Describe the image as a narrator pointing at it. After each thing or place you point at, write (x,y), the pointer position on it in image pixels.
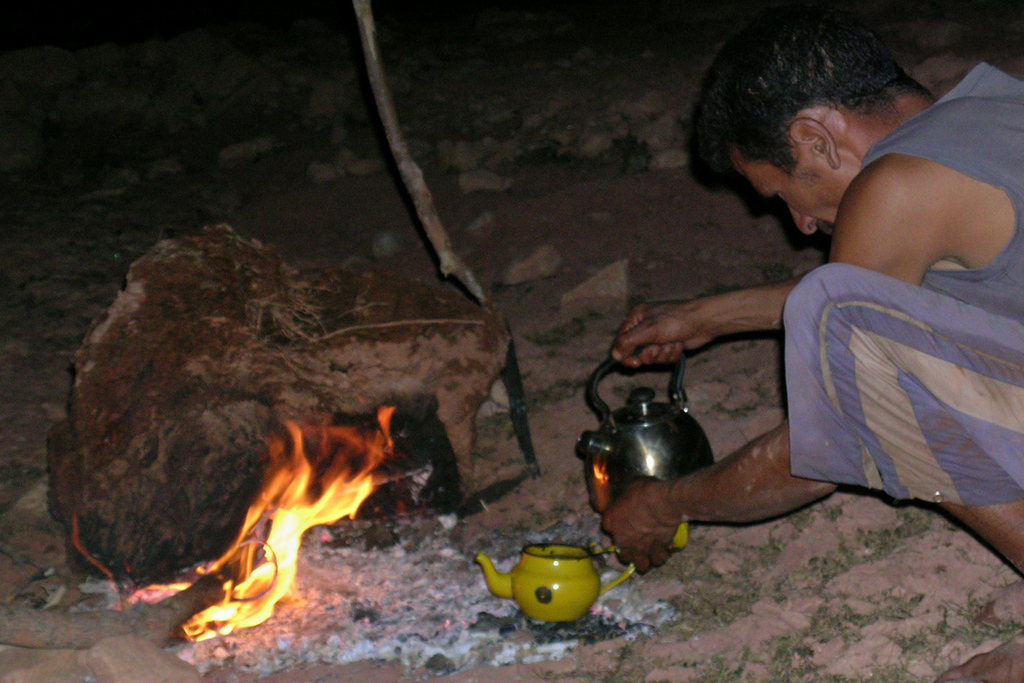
In the given picture i can see a person (803,45) who is holding a kettle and also i can see a fire (279,559) and there are few stones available in ground (450,223).
